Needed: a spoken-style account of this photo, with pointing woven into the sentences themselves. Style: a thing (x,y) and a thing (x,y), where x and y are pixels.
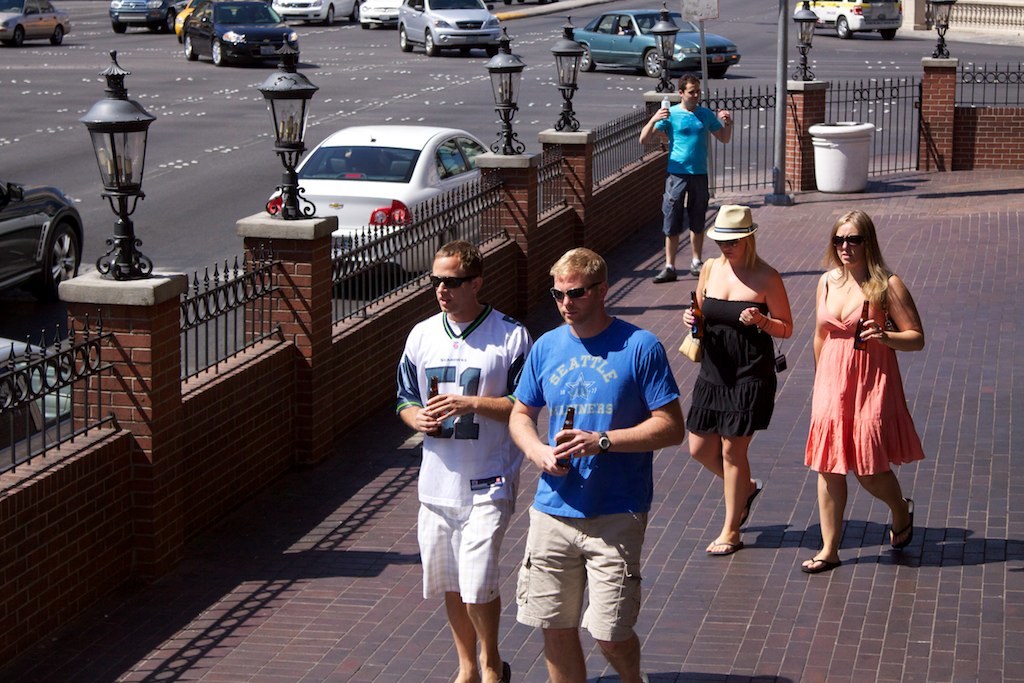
In the picture I can see people (617,404) are walking on the ground (630,290) and holding some objects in hands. In the background (553,178) I can see lights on the fence (381,250), vehicles (332,161) on the road (601,86), a pole (705,103) and some other objects (829,144).
